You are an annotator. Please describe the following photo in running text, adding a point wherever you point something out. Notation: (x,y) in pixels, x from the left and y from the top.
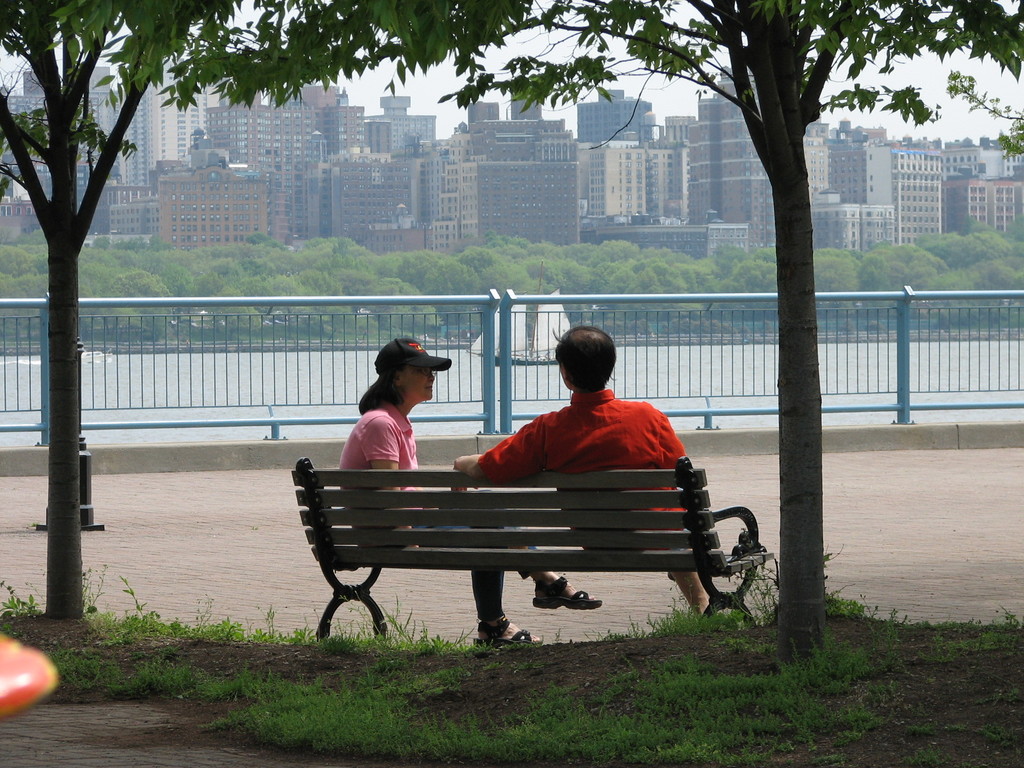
In this image there are two persons (641,433) sitting on the bench (593,502). Behind them there is a grass (736,723) on the surface (734,712). At front there are buildings (412,209), trees (407,258) and boat (539,349) in the water (549,376).
